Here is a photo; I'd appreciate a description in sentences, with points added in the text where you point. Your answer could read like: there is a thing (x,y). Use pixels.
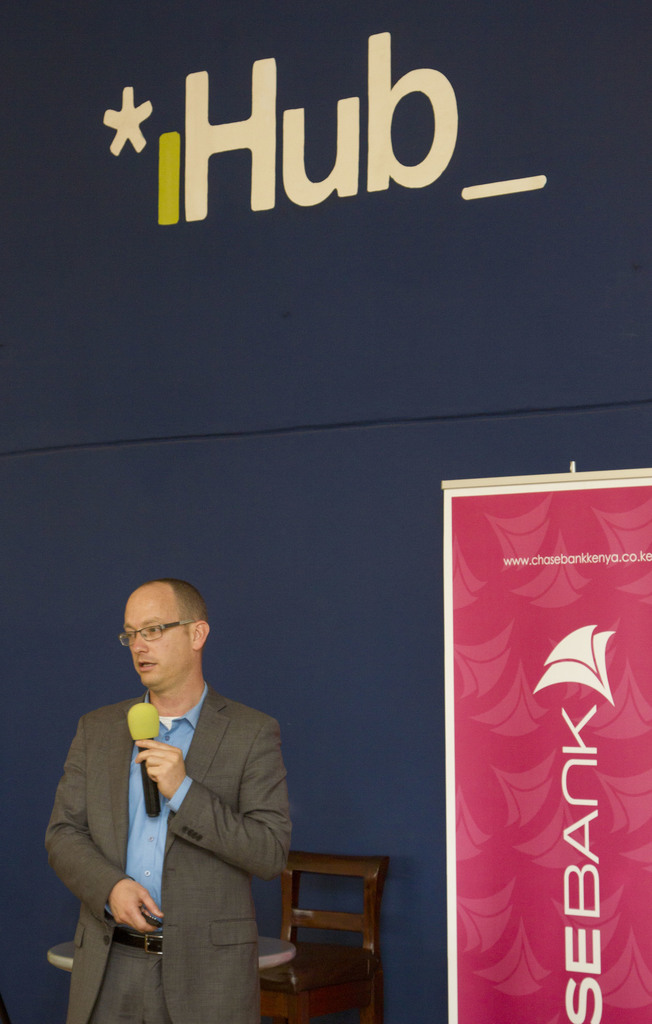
In this image, we can see man (155,833) holding mic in his hand (155,770) and in the background (447,781), there is a banner (450,893) and we can see a chair (329,968) and a table (273,951).
